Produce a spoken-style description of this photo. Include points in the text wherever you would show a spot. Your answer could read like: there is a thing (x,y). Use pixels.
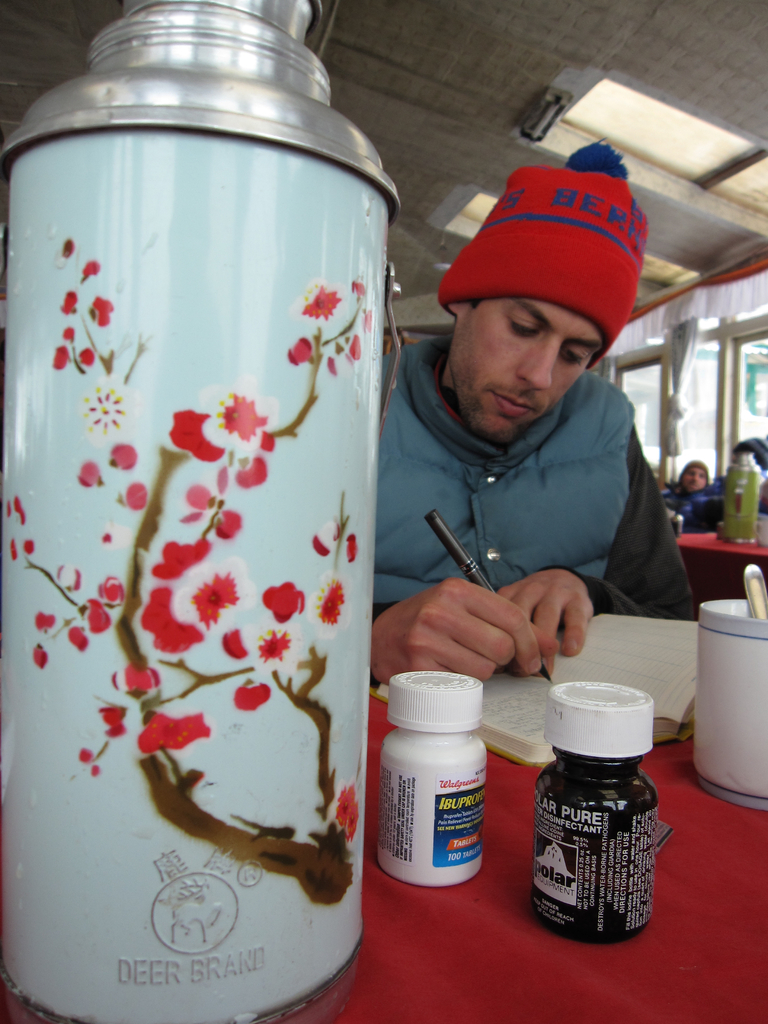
This person (508,375) sitting and writing and wear cap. We can see bottle (231,716), jars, bowl (752,802), spoon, book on the table (730,861). On the background (762,382) we can see glass window (755,383), persons (694,500), objects (735,509) on the table (703,546). On the top (530,135) we can see light (524,125).
